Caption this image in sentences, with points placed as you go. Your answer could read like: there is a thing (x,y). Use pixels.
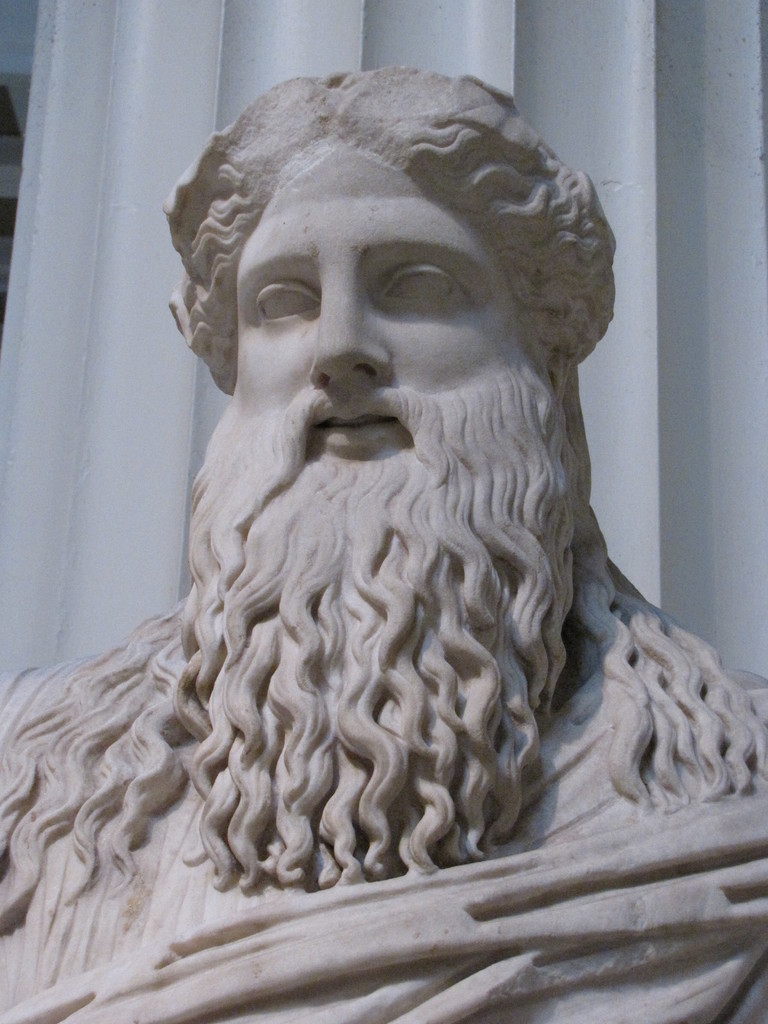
It is a statue of a man (342,599). It is in white color, behind it there is a curtain (122,385).
